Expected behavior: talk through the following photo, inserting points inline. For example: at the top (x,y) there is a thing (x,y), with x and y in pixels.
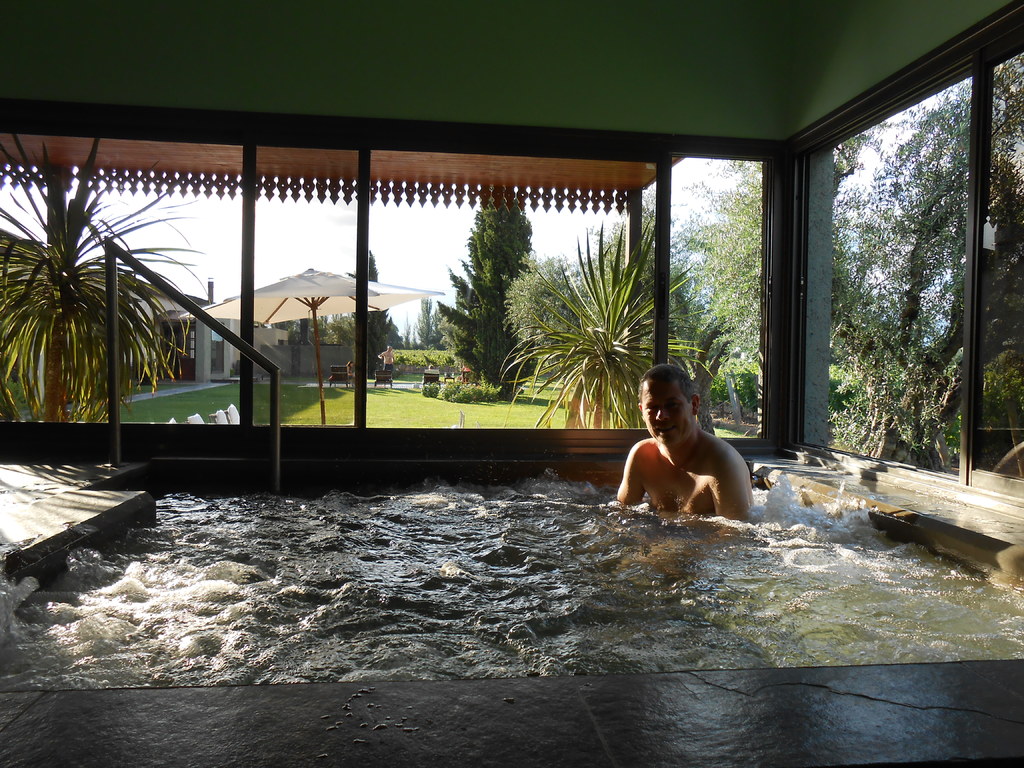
As we can see there is a pool (666,588) in which a man (693,442) is bathing and behind him there is a garden (261,395) in which the ground (412,409) is covered with grass (237,398) and there is white umbrella (307,288) in between and behind it there are trees (490,293) and beside the house (441,122) there is trees (874,287) all over around.
